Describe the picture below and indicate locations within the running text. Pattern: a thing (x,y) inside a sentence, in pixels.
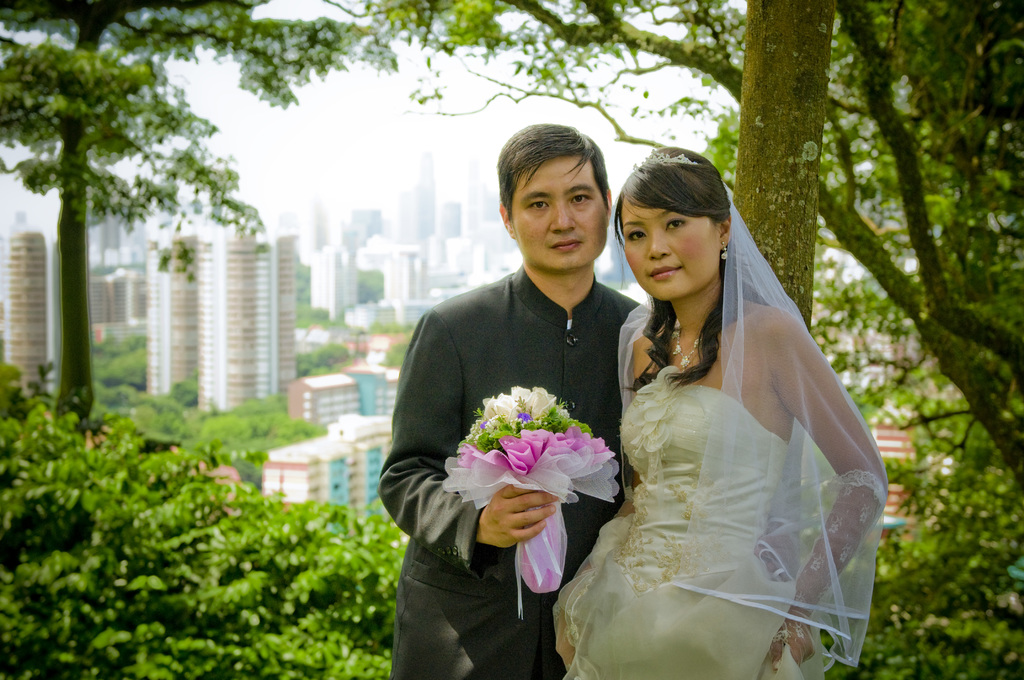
In this image, we can see a couple (646,378) standing. In the background (13,464), we can see some plants (217,544) and trees (995,172) and we can see some buildings (348,286).
